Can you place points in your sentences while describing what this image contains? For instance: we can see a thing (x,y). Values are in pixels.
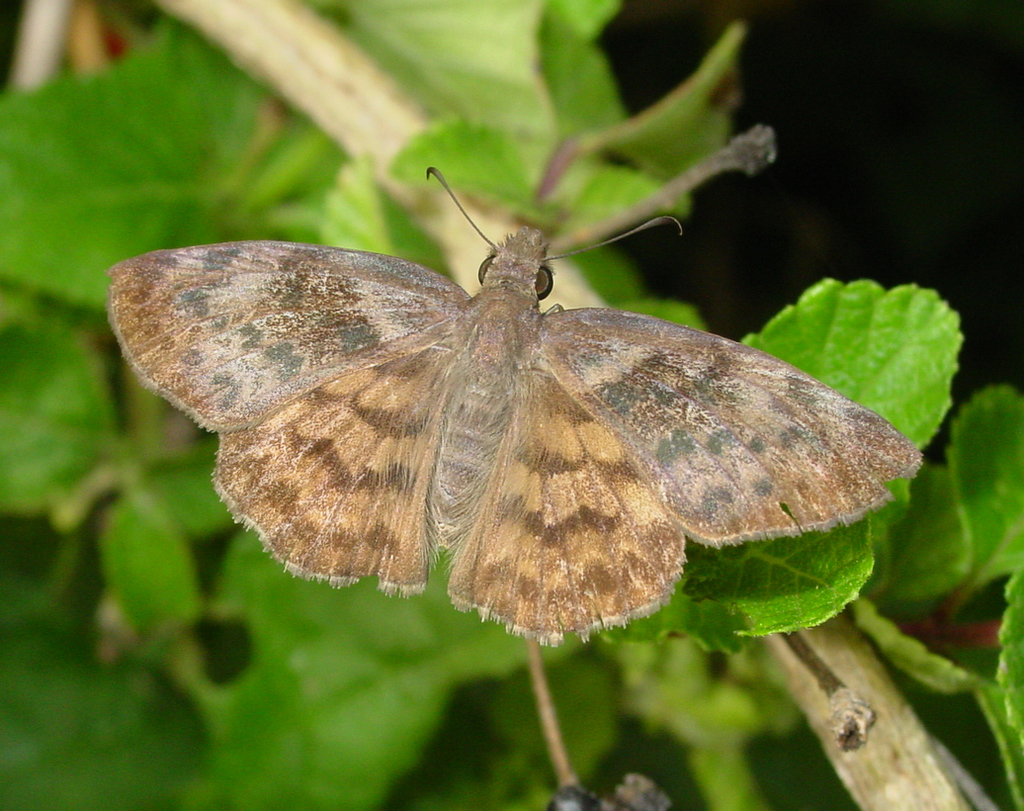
Here we can see an insect (387,335) on a plant (967,496) and we can also see leaves (83,350).
